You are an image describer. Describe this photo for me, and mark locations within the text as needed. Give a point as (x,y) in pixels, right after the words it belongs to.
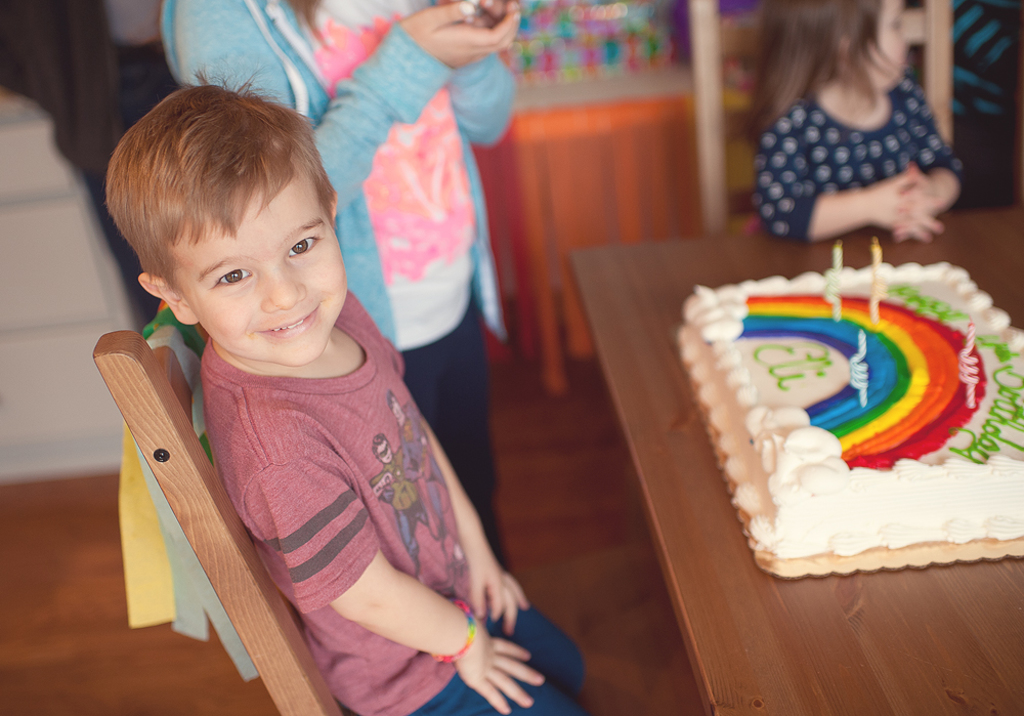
In this picture we can see few children (449,537) at the table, in front of them we can see a cake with candles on the table (695,412) and in the background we can see few objects (930,5).
